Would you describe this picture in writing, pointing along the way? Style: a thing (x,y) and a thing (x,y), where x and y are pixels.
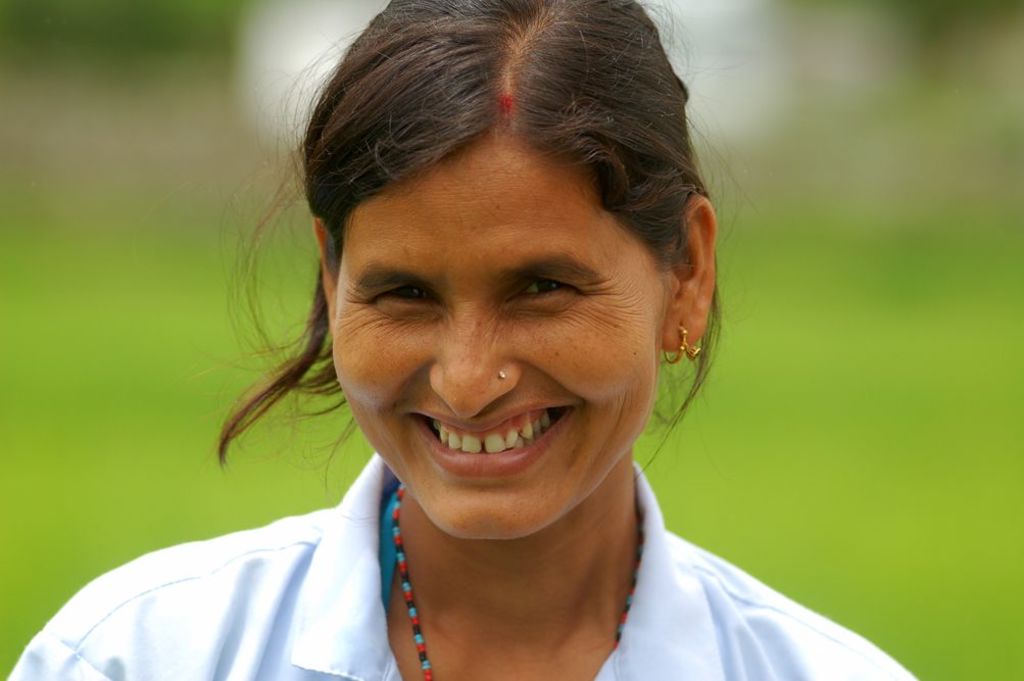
In this image I see a woman (547,439) who is smiling and I see that she is wearing white color dress (338,619) and I see that it is totally green and white in the background (755,378).
